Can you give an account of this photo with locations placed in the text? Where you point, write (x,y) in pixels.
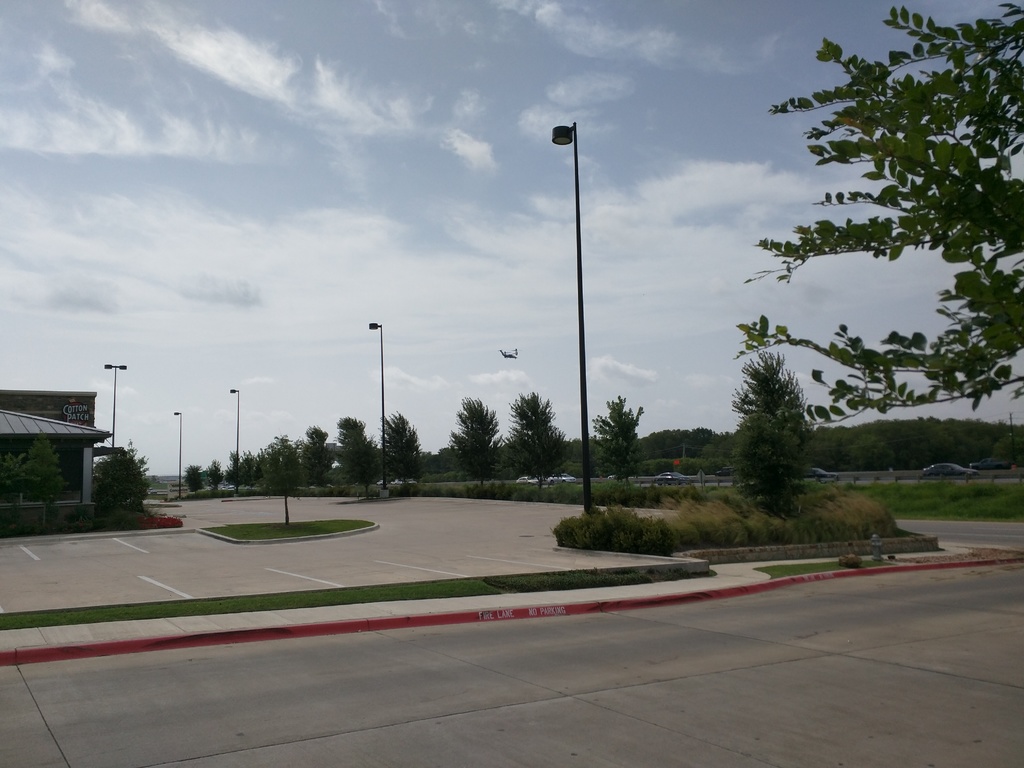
On the right side of the image (713,445) we can see trees (778,446), vehicles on road (846,483), light pole (589,498) and aeroplane (511,355). On the left side of the image (22,447) we can see building (90,502), trees (111,466), light poles (383,392) and grass (253,528). In the background (236,318) we can see sky (604,267) and clouds (319,283).
